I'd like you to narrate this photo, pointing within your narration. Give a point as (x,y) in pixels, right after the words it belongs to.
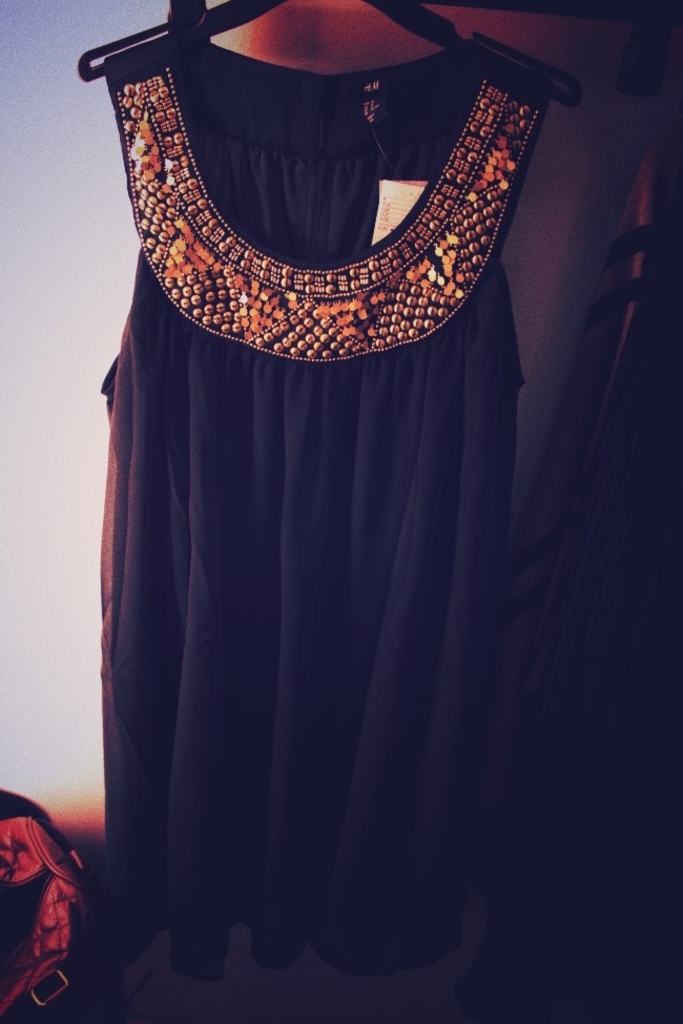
In this picture I can see a dress (337,447) in the middle (383,484), on the left side (20,841) it looks like a bag (70,902).
